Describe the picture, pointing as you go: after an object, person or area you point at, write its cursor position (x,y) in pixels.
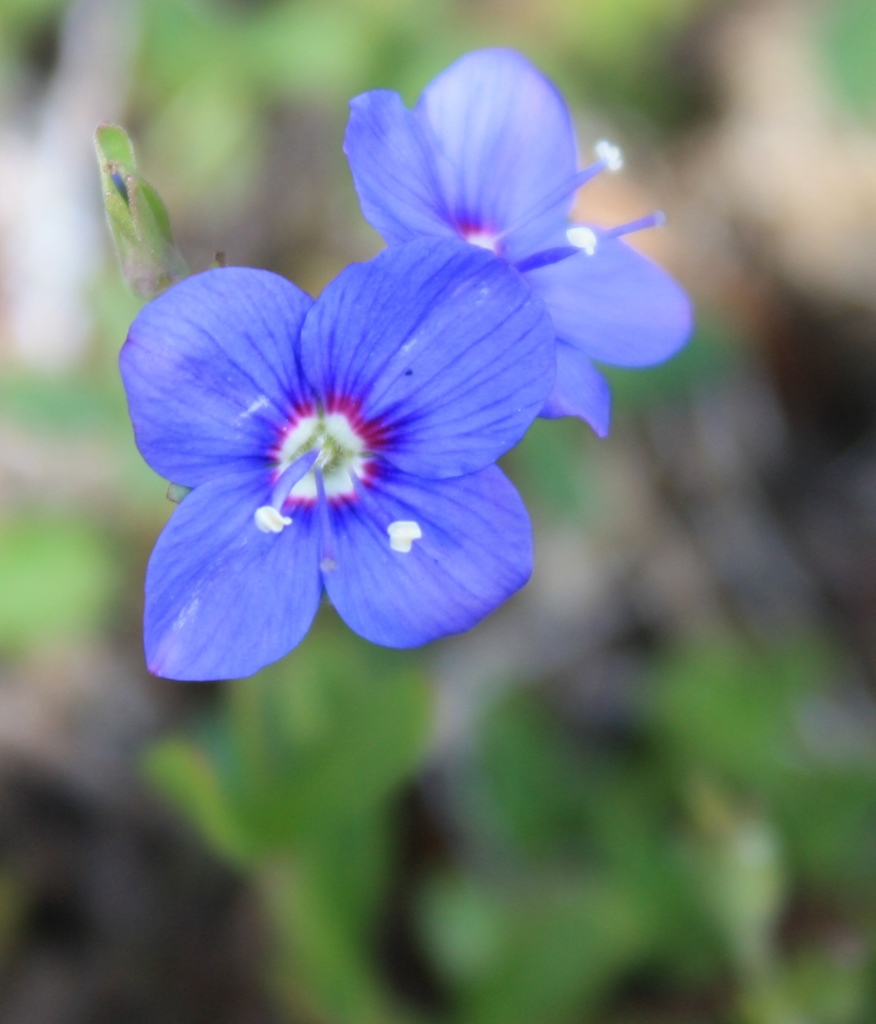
In this picture I can see blue color flowers (431,430). The background of the image (42,522) is blurred.
